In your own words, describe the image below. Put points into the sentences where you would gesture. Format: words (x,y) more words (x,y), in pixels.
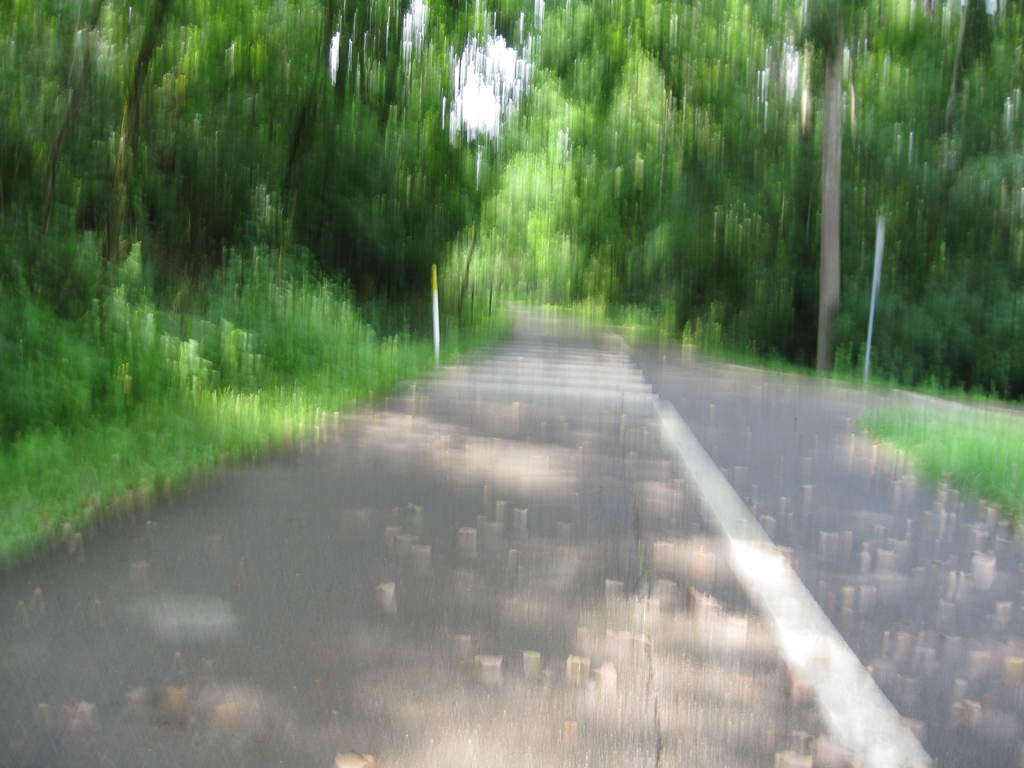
In this picture there are trees (406,147) and poles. At the top (501,63) there is sky (482,79). At the bottom (658,617) there is a road (720,609) and there are dried leaves (617,641) and there is grass (974,476).
